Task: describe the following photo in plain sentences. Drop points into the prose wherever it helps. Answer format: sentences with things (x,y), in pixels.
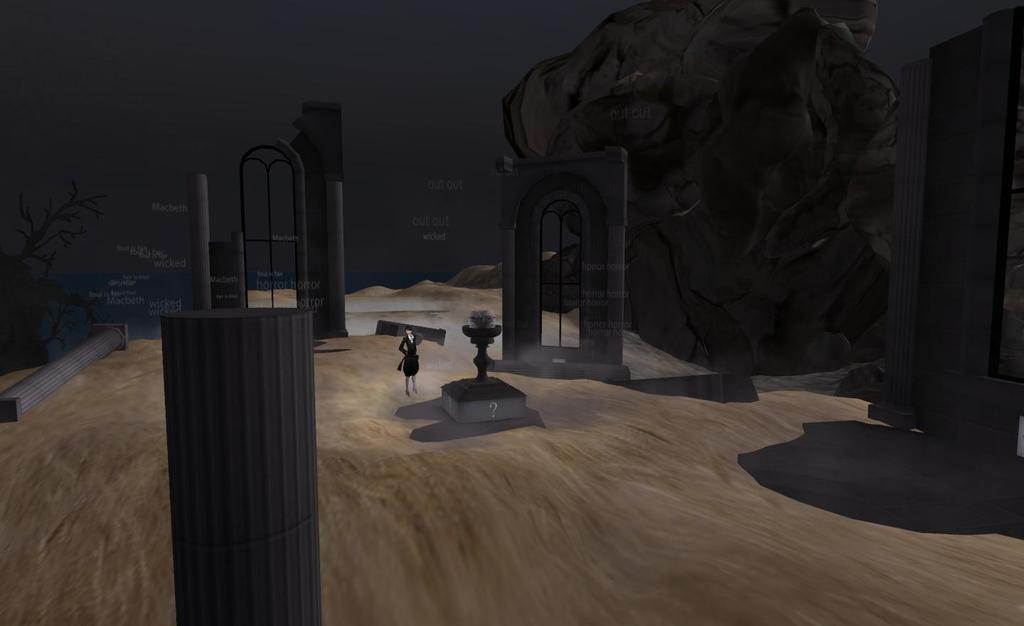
This is an animated image. In the middle of the image (415,372) there is a person (414,367) standing. Around there pillars (318,248). On the right side (751,178) there is an object (755,151) which seems to be a rock (693,278). On the left side (39,247) there is a tree (16,272). The background (335,60) is blurred.
